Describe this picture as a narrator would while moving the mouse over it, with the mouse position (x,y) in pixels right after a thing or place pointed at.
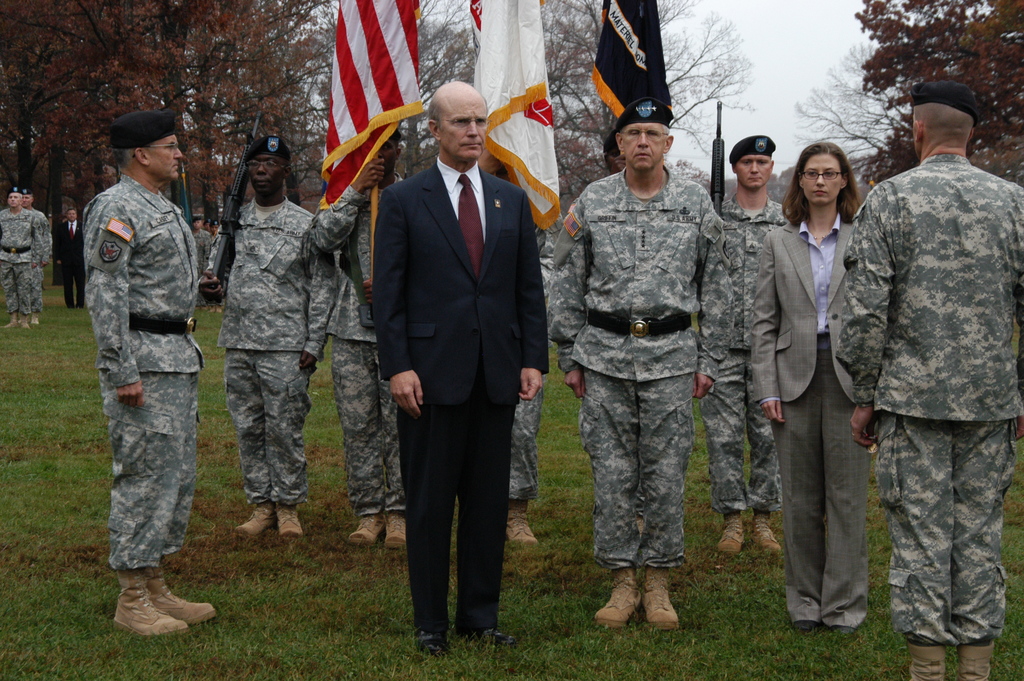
In this image we can see a group of people (852,437) standing on the grass field (646,658). Some persons (911,503) are wearing military uniforms (171,308) and caps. Two men (748,265) are holding guns (232,219) in their hands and some people (546,298) are holding flags (541,111) in their hands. In the background (984,93), we can see a group of trees (173,107) and the sky (794,123).
